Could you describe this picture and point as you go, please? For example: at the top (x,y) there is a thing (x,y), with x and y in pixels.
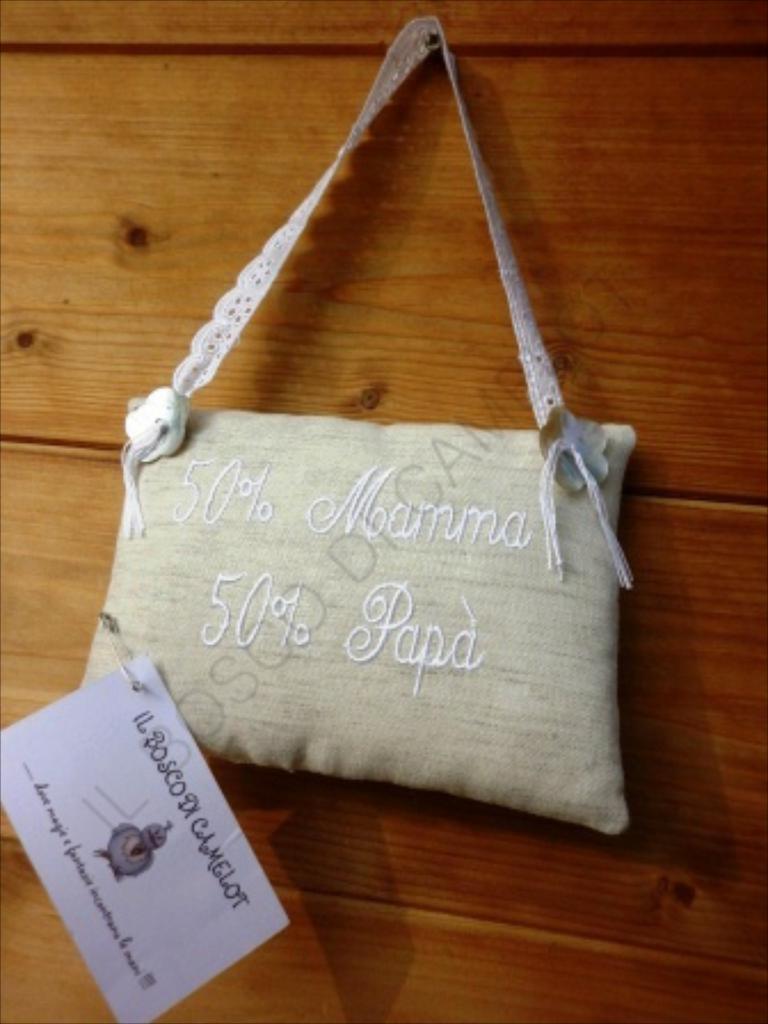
There is a white color purse (369,557) which is hanging on the wall (309,90) of brown color and on that bag (255,657) there is a white color slip (118,877).
